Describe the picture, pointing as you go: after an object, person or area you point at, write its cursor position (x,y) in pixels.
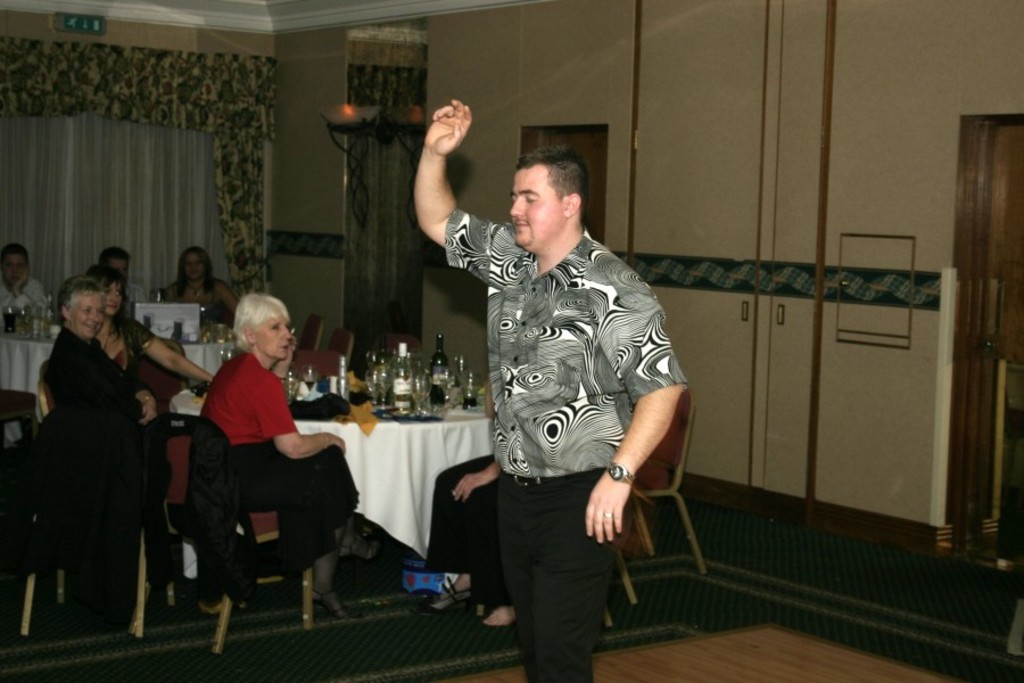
In this picture I can see few people (250,432) sitting on the chairs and few bottles (402,357) on the tables (211,364) and looks like a laptop (171,323) on the table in the back (155,315) and I can see curtains (217,178) and a man (544,606) standing. I can see a wall (726,209) on the right side (752,175).
